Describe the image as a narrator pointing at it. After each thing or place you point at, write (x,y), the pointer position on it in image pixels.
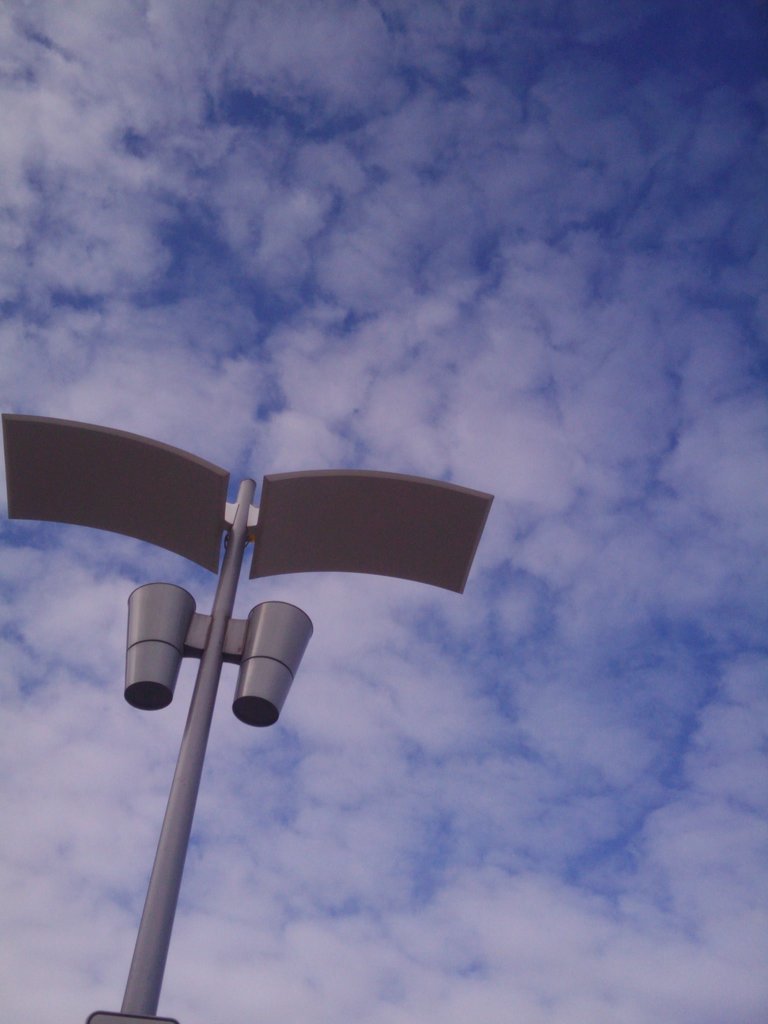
In this image I can see a pole (290,489), clouds (253,471) and the sky (375,202).
